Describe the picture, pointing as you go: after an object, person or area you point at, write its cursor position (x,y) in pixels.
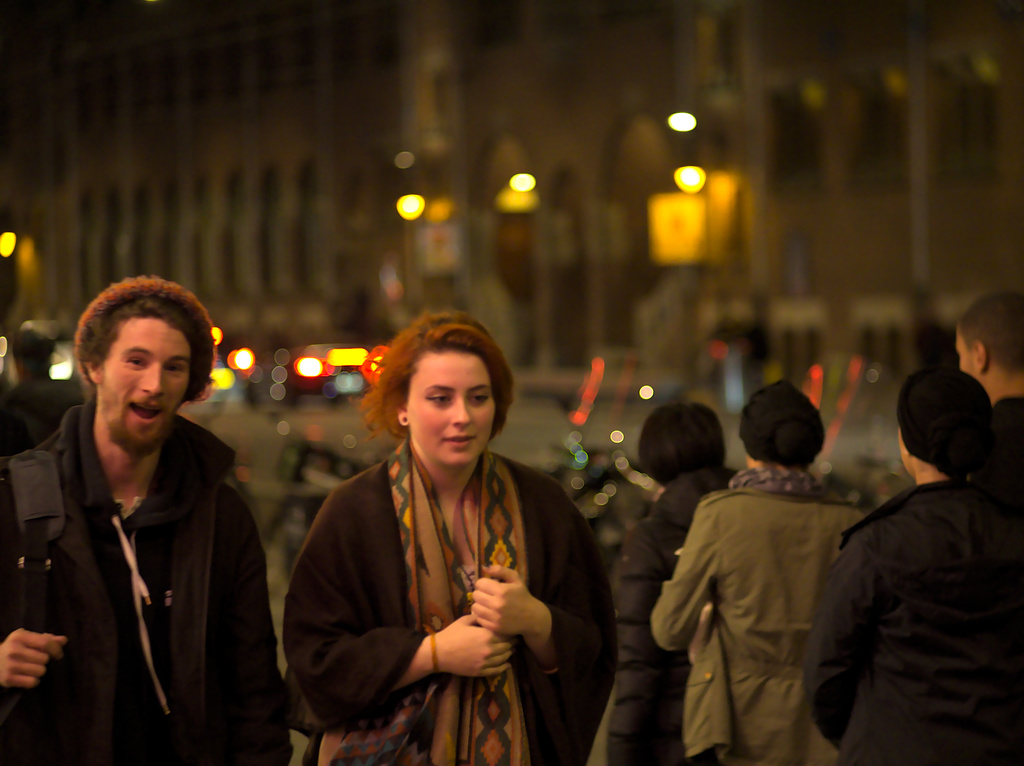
There are groups of people (407,547) standing. In the background (353,189), I can see the buildings (267,238), vehicles (330,376) and the lights (323,359).
